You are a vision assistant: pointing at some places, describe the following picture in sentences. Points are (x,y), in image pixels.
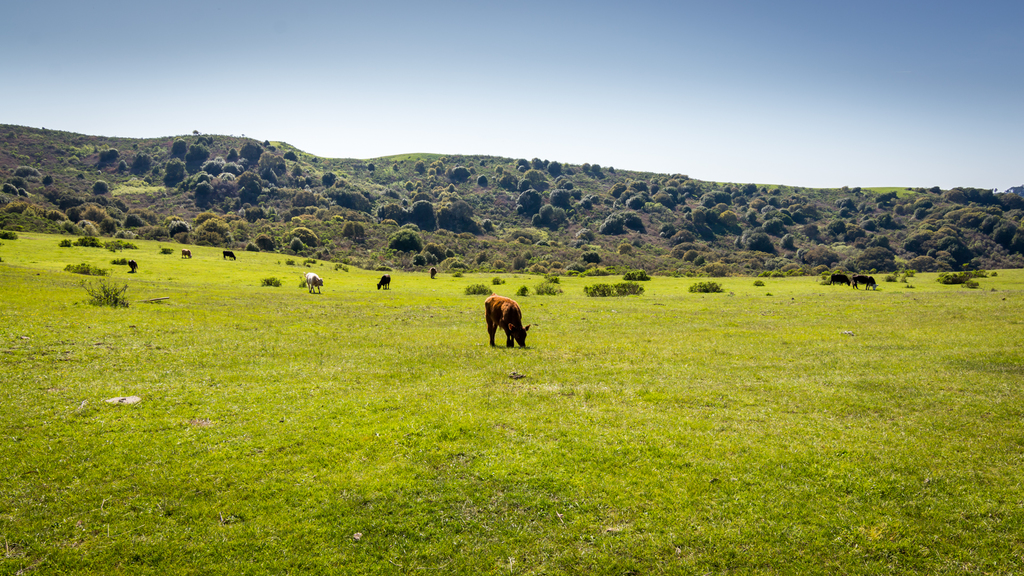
In this picture I can see few animals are grazing in the middle (489,326). In the background (486,254) there are trees (463,228), at the top (379,74) there is the sky (591,107).
